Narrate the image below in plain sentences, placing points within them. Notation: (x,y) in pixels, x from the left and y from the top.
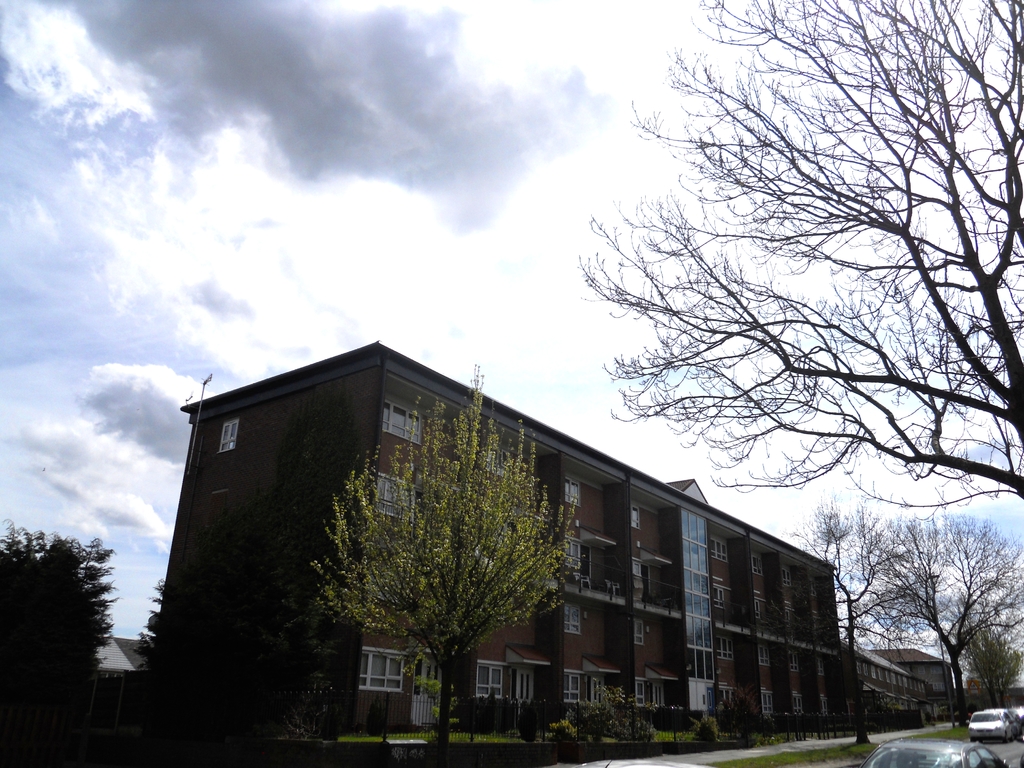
There is a building (537,618) and beside the building (680,681) there are some houses (890,677) and there are plenty of trees (326,668) and there are some vehicles (900,751) moving on the road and in the background (222,132) there is a sky (331,152).
